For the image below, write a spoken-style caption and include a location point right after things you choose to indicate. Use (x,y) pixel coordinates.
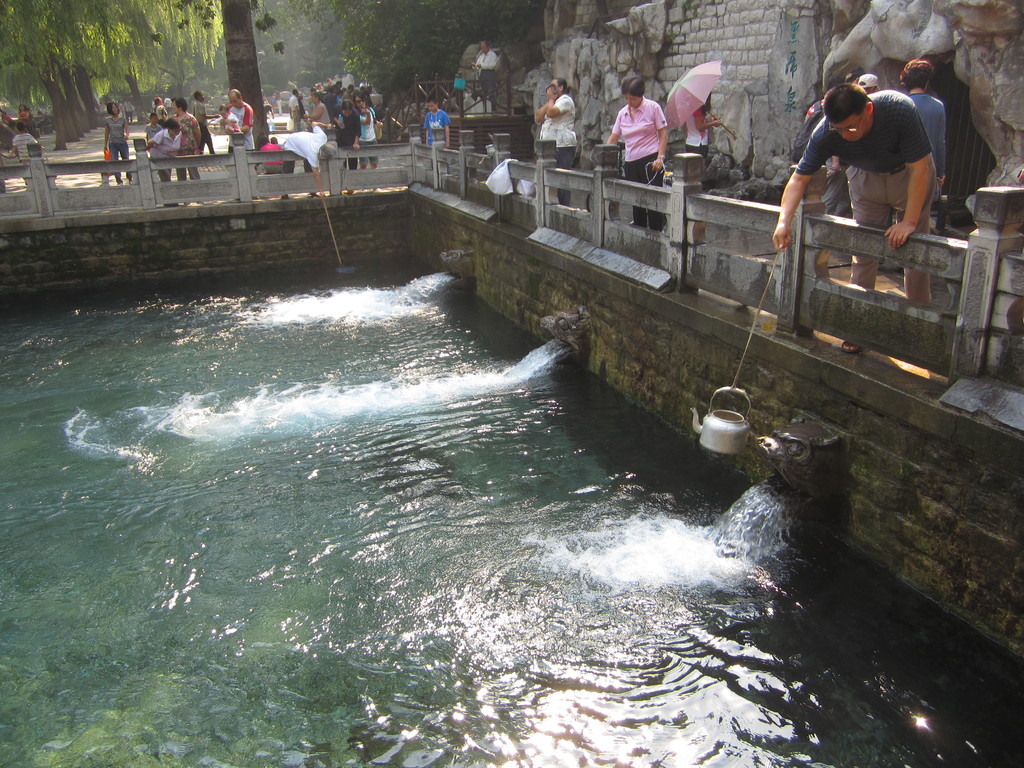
In this image there is the water (138,441). Around the water (168,500) there is a wall (246,228). There is a railing (474,178) on the wall (214,233). Beside the railing (398,149) there are many people (157,117) standing on the ground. At the top right (773,181) there are rocks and a wall (763,27). To the right (848,103) there is a man (855,127) holding a vessel (721,416) in his hand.
